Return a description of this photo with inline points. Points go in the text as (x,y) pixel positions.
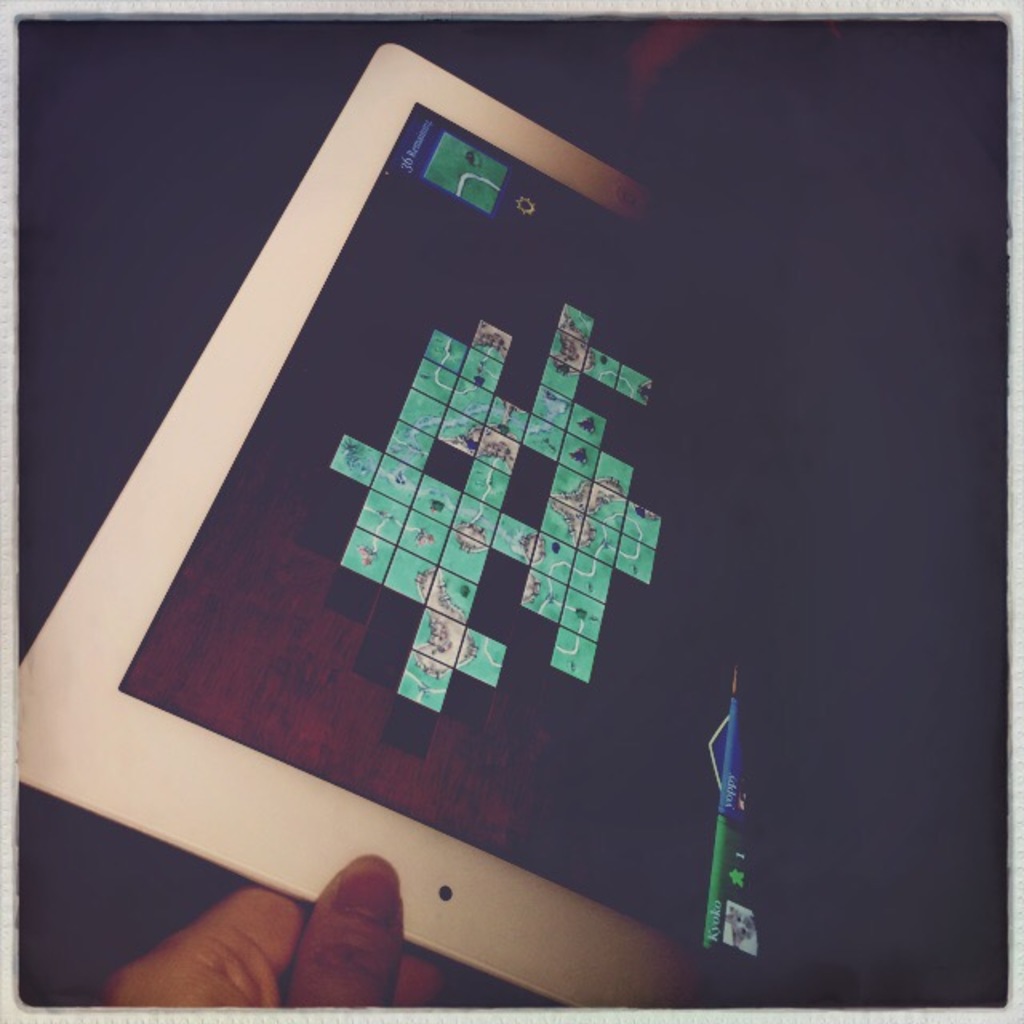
In the image it seems like a person (376,905) is holding a gadget (255,859) and there is a game (390,485) on the screen (504,693) of the gadget (331,718).
